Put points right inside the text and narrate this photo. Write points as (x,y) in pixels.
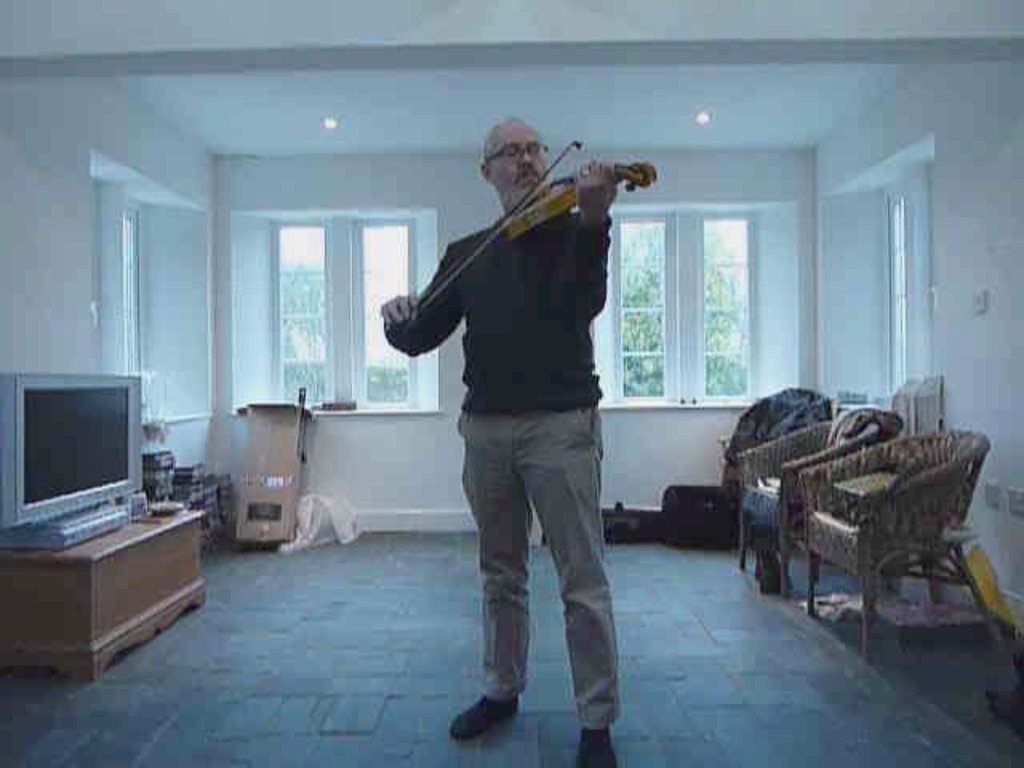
In the middle of the image (529,382) a person (536,412) is standing and playing a violin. Behind him there is a wall (1008,138), on the wall (1008,138) we can see some windows (305,315). Through the windows (309,231) we can see some trees (315,325). At the top of the image (144,30) we can see ceiling (1022,10) and lights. In the bottom left corner of the image (7,608) we can see a table (104,597), on the table (184,521) we can see a screen (118,490). In the bottom right corner of the image (743,561) we can see chairs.
